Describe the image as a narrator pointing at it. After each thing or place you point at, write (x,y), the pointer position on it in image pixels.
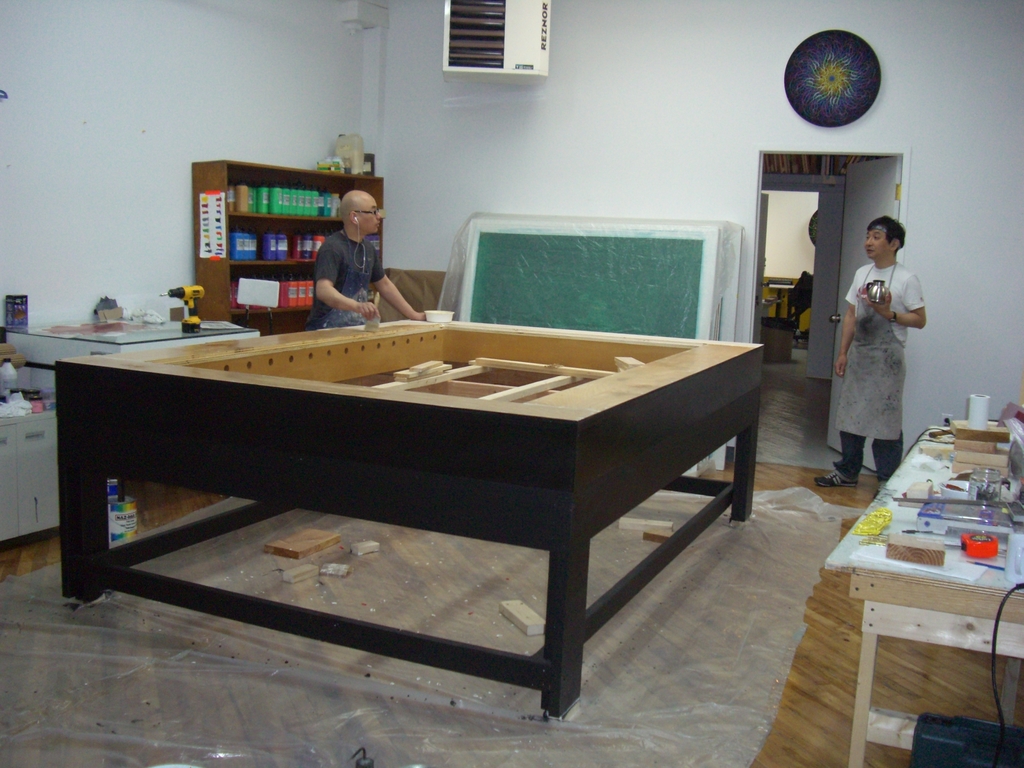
In this picture there are two persons (372,200), both are looking at each other. One of them is painting work and there is some painting stuff (285,298) behind him.
